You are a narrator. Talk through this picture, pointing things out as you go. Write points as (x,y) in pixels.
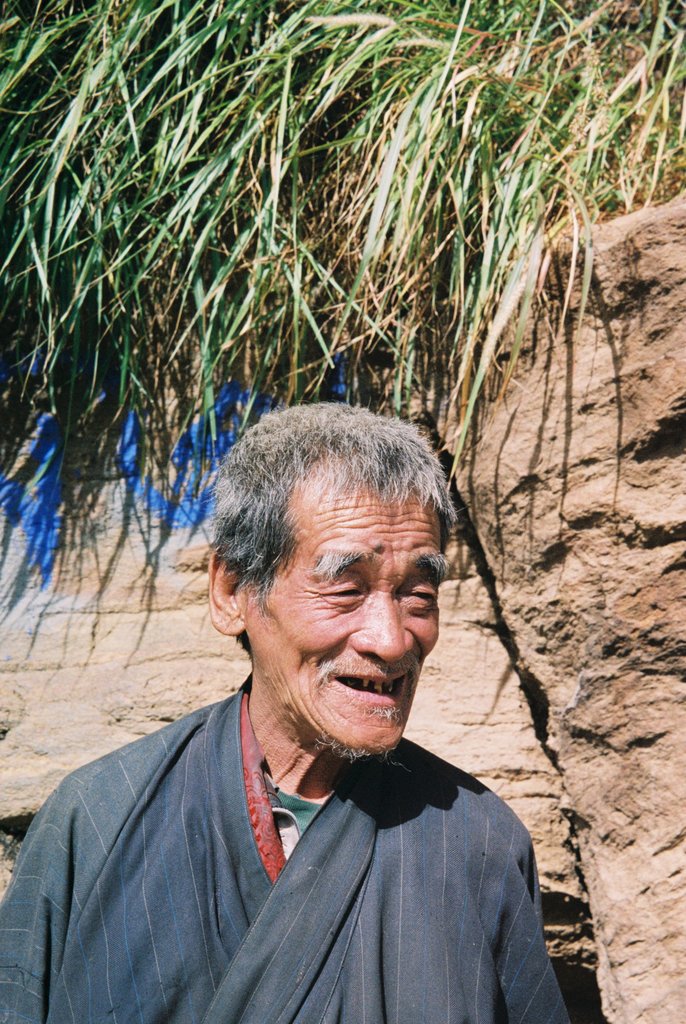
In this picture I can see a man (311,737) is wearing a black color dress (295,872) and smiling. In the background (360,167) I can see grass (342,265) and some object (521,455).
